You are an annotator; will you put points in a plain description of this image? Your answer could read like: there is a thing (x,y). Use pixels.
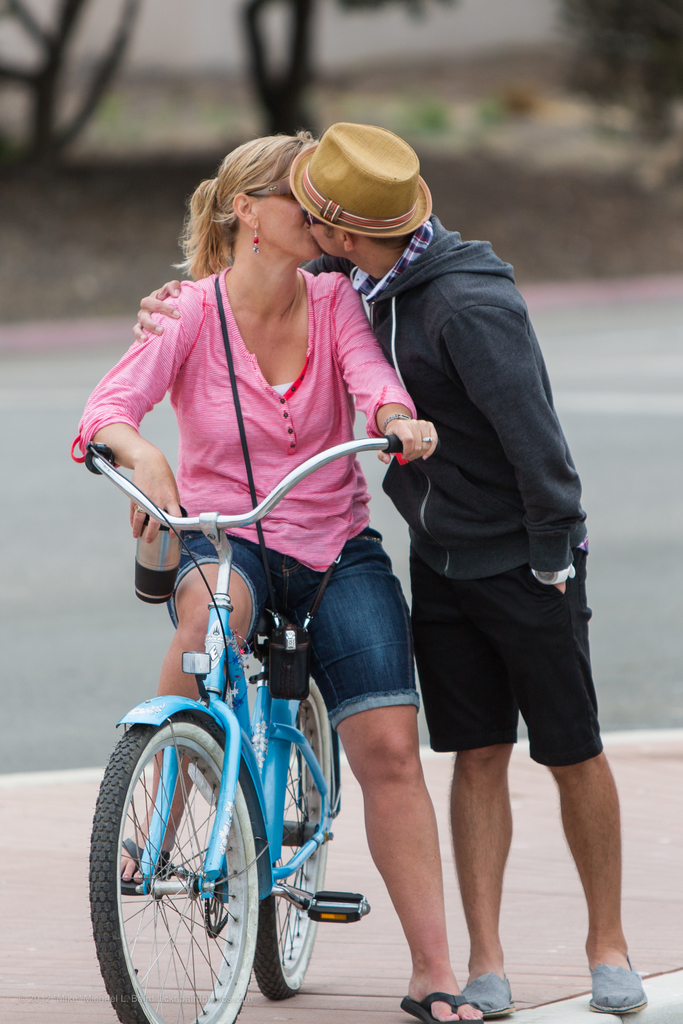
In the picture there are two people (462,562) a man (465,560) and women (333,594) both are kissing each other, the woman (372,575) is sitting on a cycle (191,521) she is holding a flask (162,559) in her right in the background (79,478) there is a road (74,472) and few trees (252,44).
